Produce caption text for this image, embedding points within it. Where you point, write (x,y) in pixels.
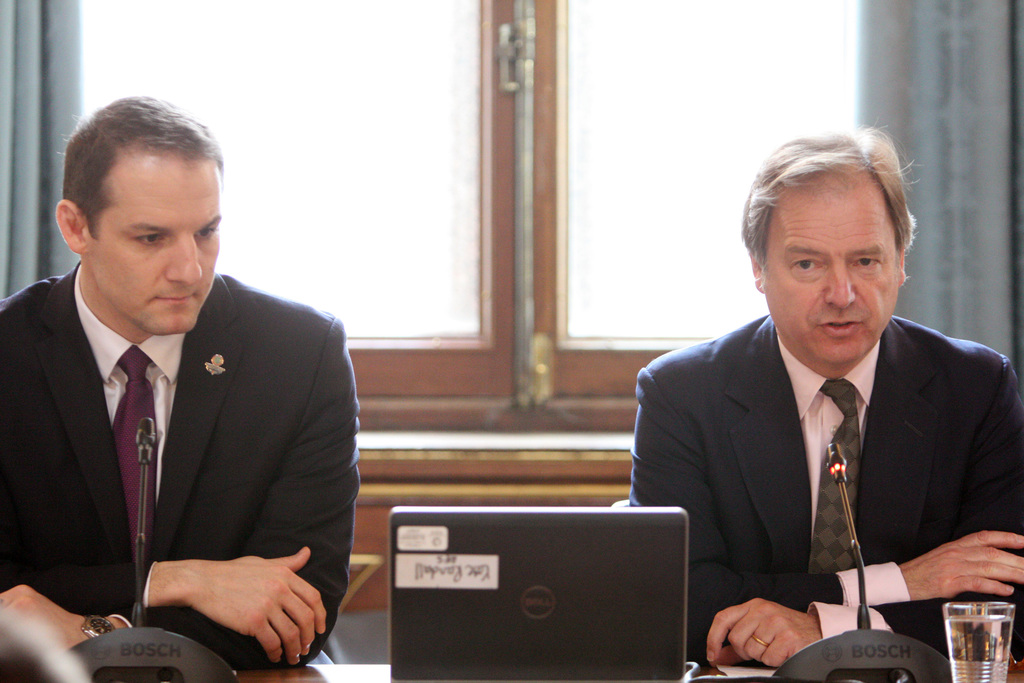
In this image we can see men (18,583) sitting on the chairs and a table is placed in front of them. On the table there are mics (139,608), laptop (520,605) and a glass tumbler (945,616). In the background (605,298) we can see curtains (45,118) and window (586,334).
